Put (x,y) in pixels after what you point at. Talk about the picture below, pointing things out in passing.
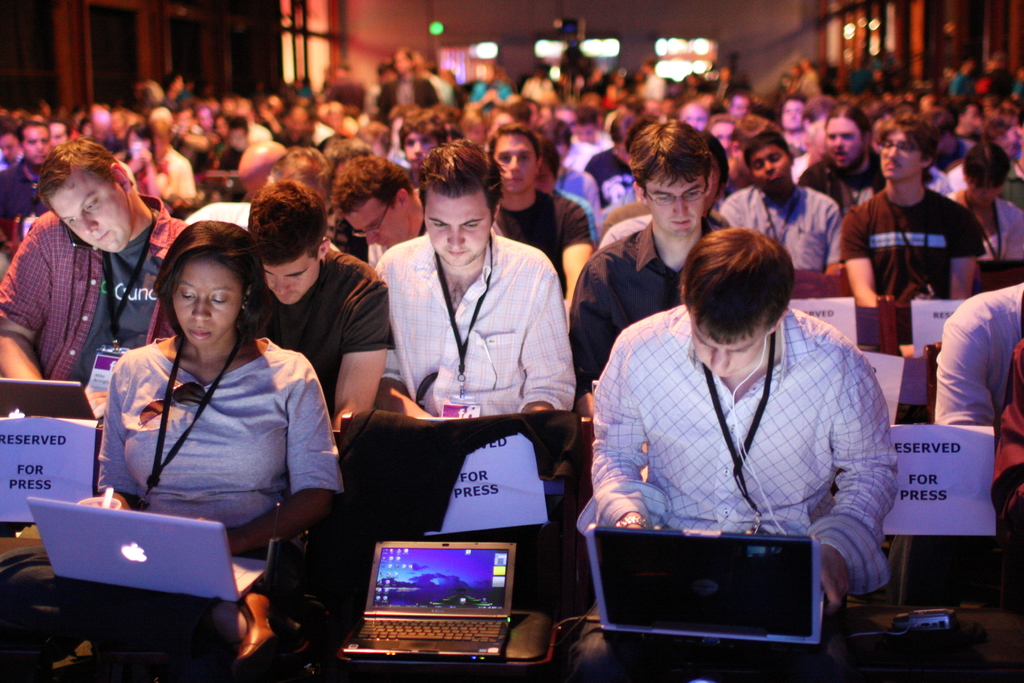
In the image we can see there are people (534,330) sitting on the chair (975,648) and they kept laptops (73,556) on their lap (104,590). They are wearing id cards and there is a paper (916,515) pasted on the chair (934,380) and its written ¨Reserved for press¨.
